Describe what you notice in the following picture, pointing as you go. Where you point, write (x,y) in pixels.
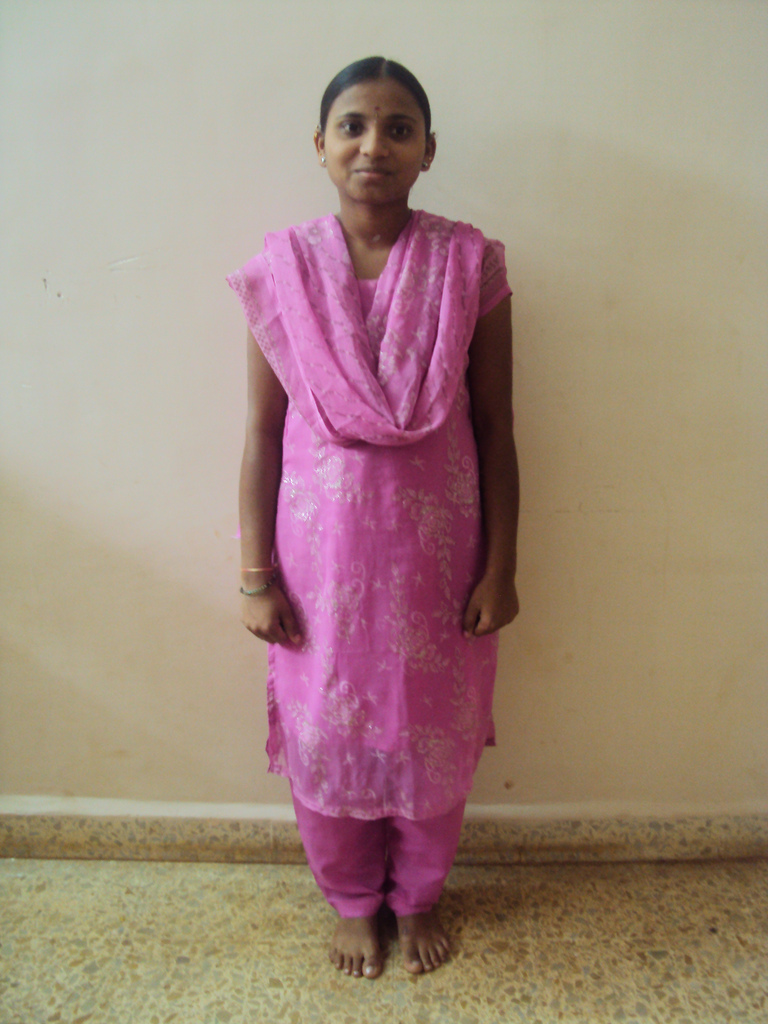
There is a woman (381,388) in pink color dress (371,410), smiling and standing on the floor (529,955). In the background (651,586), there is white wall (97,454).
